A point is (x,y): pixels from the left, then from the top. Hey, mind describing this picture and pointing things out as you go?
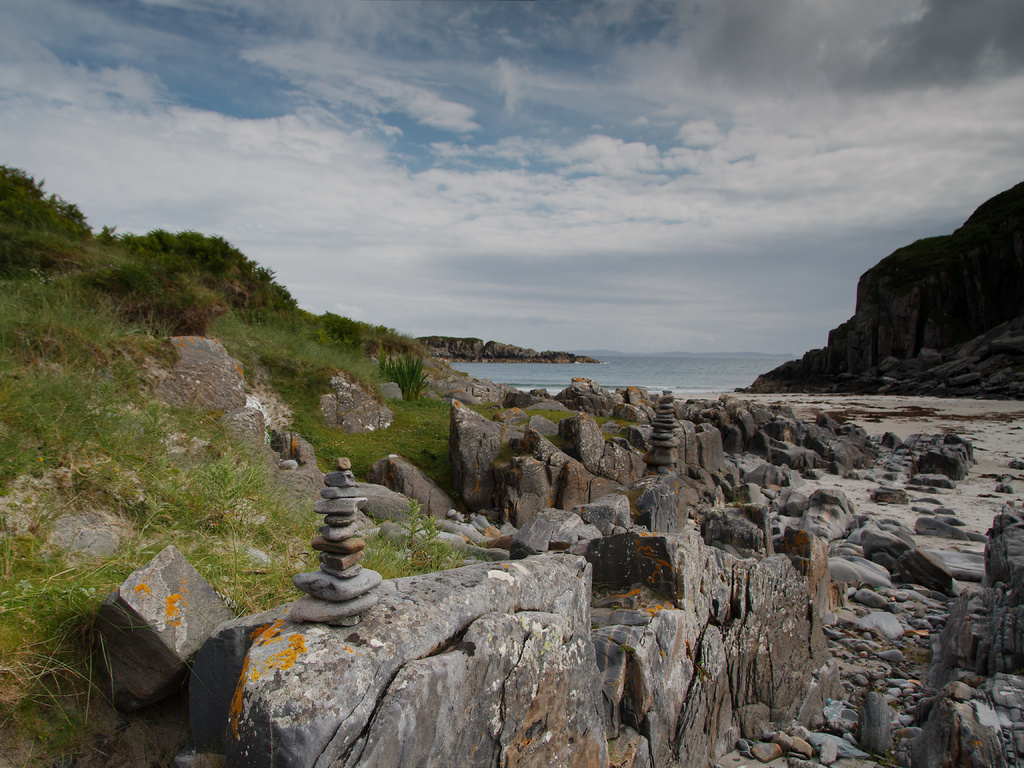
In the image there are rocks (532,447), grass (246,346), water surface (539,369) and hills (934,268).
